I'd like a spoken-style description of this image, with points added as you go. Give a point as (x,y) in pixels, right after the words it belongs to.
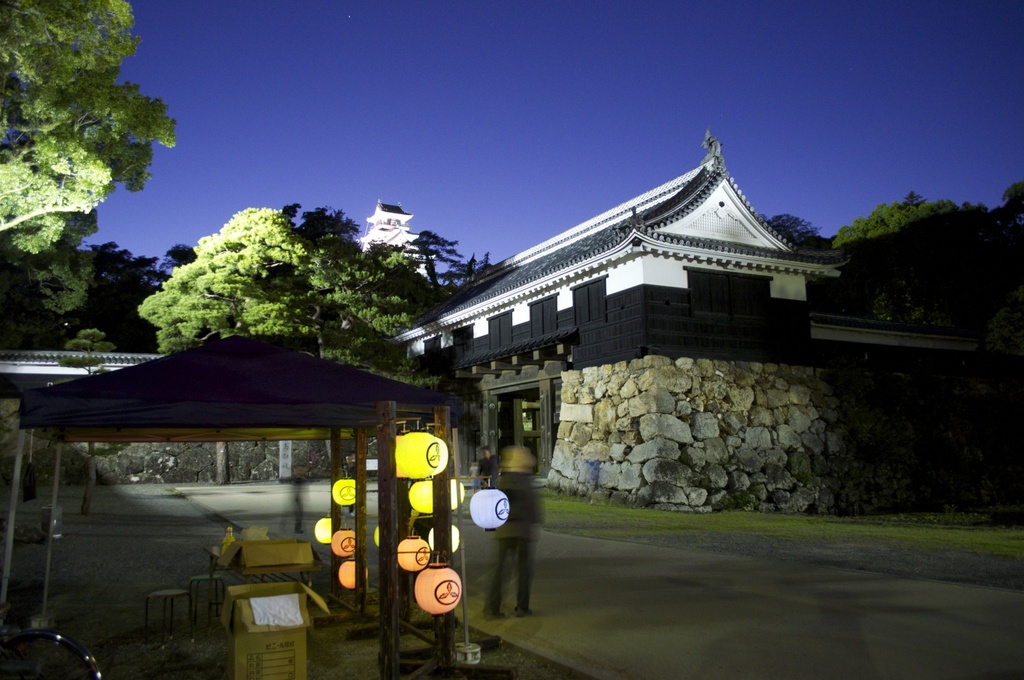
In this image we can see persons (526,482) standing on the road (512,583), cardboard cartons (269,562), benches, paper lanterns (413,490), shed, buildings (549,319), trees (836,292) and sky (343,70).
